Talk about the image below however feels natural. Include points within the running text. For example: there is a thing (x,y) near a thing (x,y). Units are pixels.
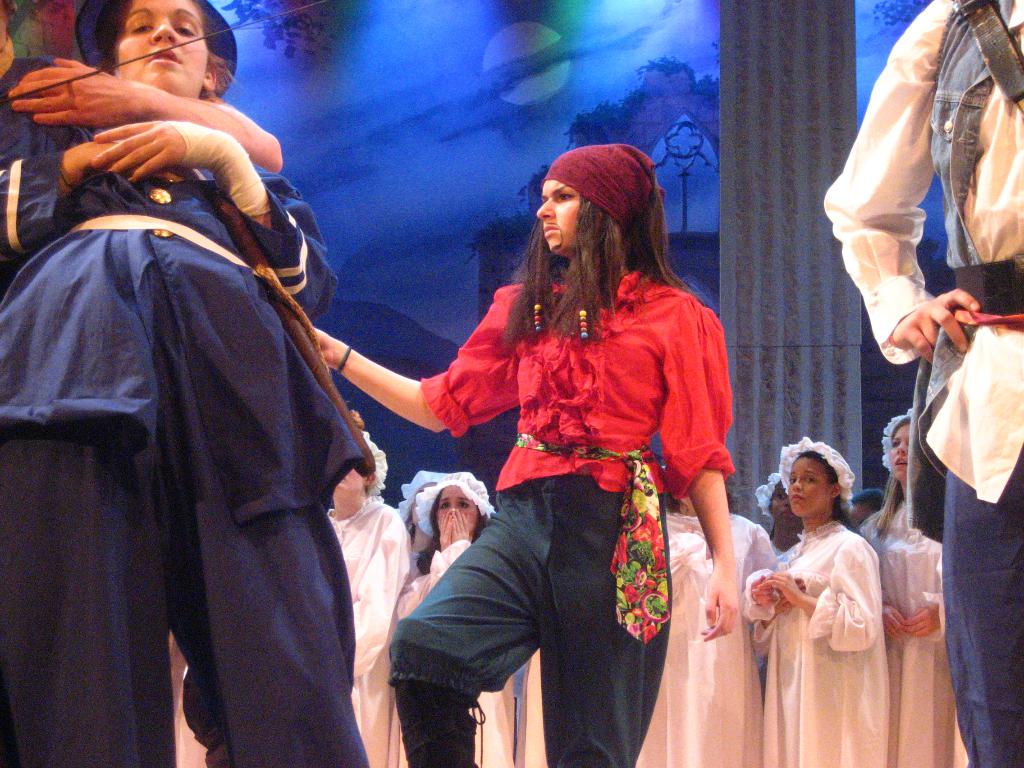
In the middle of the image (629,422) few people (323,251) are standing. Behind them there is a banner (271,46).
